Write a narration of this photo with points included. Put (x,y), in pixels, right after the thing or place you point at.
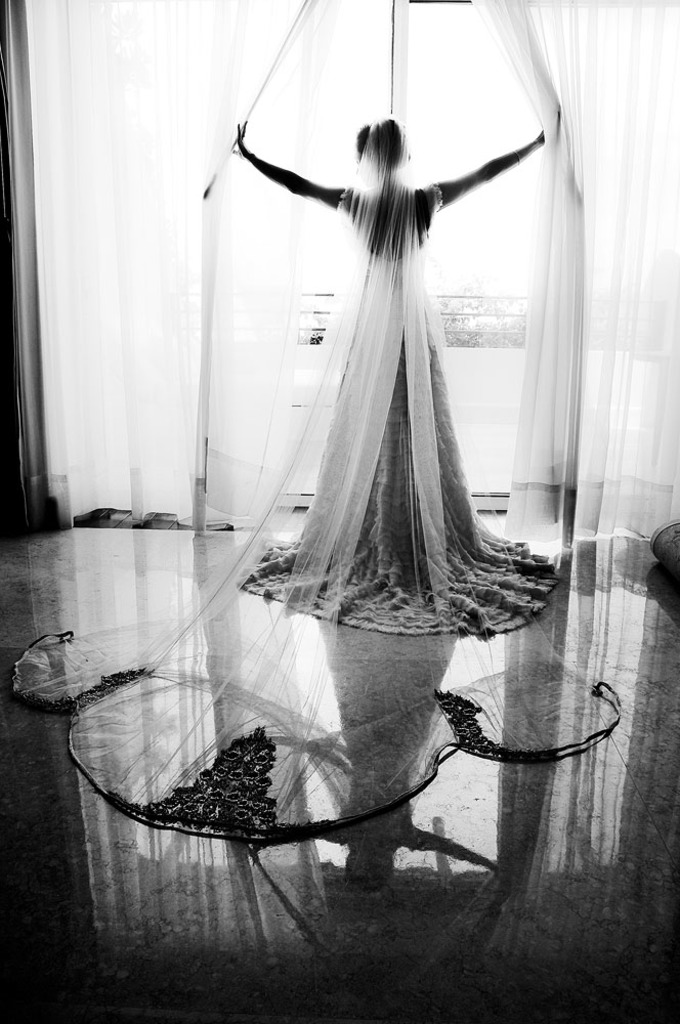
In this picture I can see a human (414,326) and couple of curtains (528,100) to the window (386,5), it looks like a inner view of a room (502,980).
